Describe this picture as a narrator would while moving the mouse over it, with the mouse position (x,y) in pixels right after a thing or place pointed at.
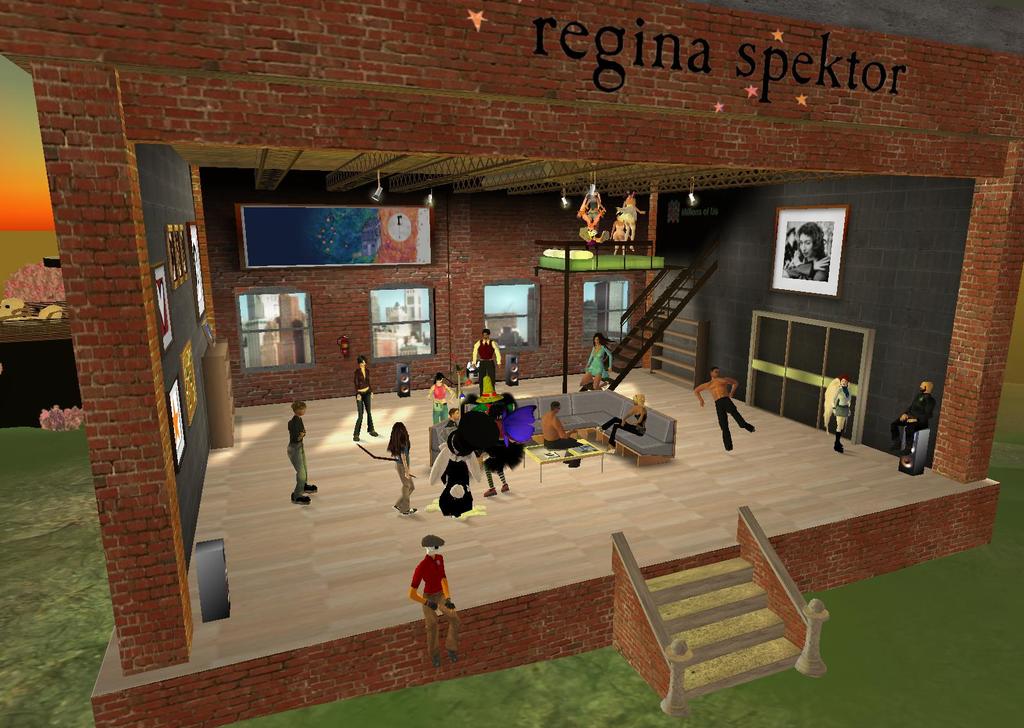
This is an animated image we can see a group of persons (423,576) in the middle of this image (361,379) and there is a wall (364,287) in the background (364,287). There is a photo frame (820,265) attached to the wall (862,286) as we can see on the right side of this image (812,255). There is some text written at the top of this image (835,85).
